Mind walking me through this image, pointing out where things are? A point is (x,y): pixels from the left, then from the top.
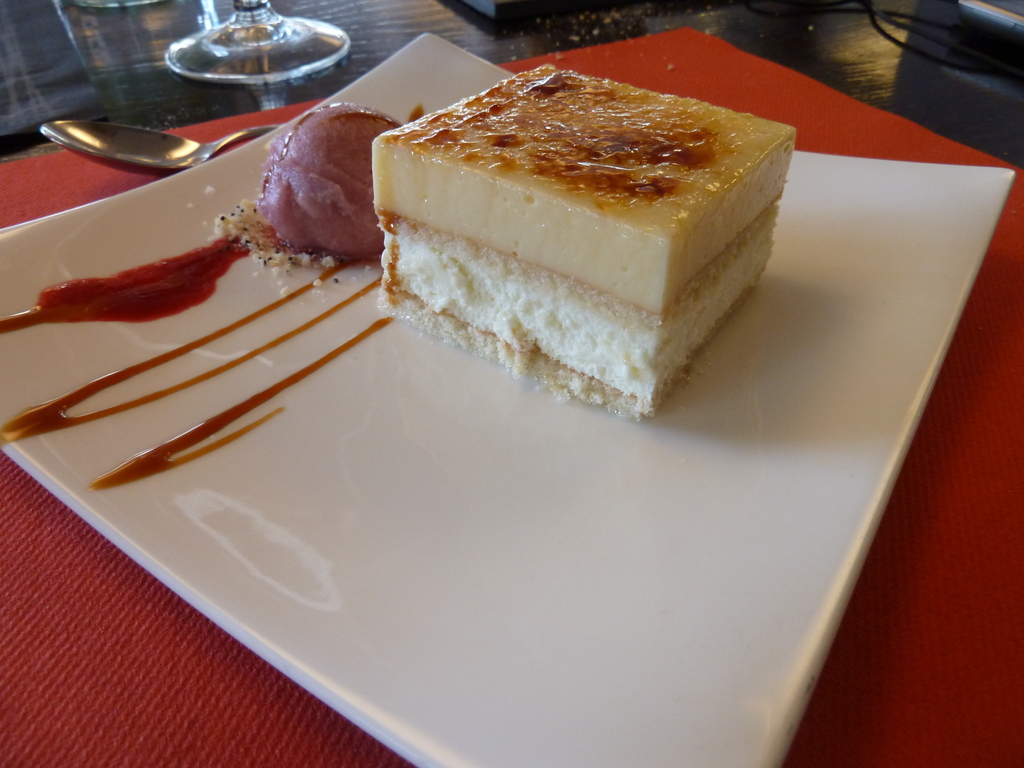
In the center of the image (532,294) we can see a cake (570,191) is present in the plate (327,472). And also a spoon (162,146), glass (232,23) are present on the table (896,86).
